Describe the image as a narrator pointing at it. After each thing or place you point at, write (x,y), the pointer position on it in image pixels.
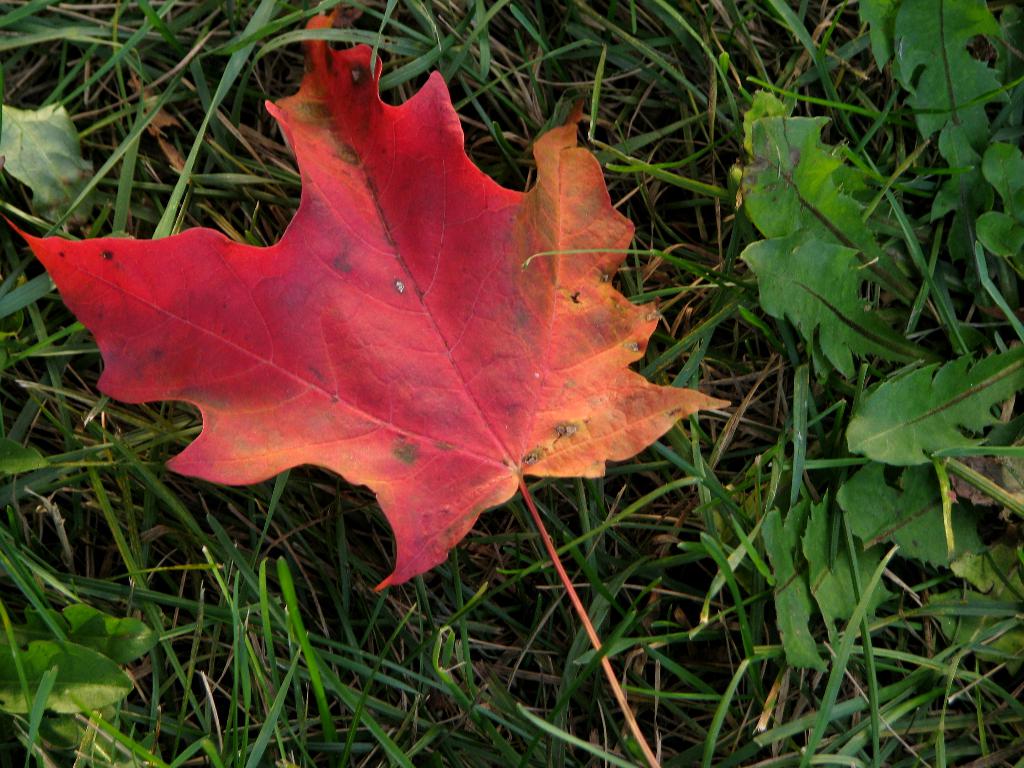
In this image, we can see leaves (454,178) and grass (572,605).
